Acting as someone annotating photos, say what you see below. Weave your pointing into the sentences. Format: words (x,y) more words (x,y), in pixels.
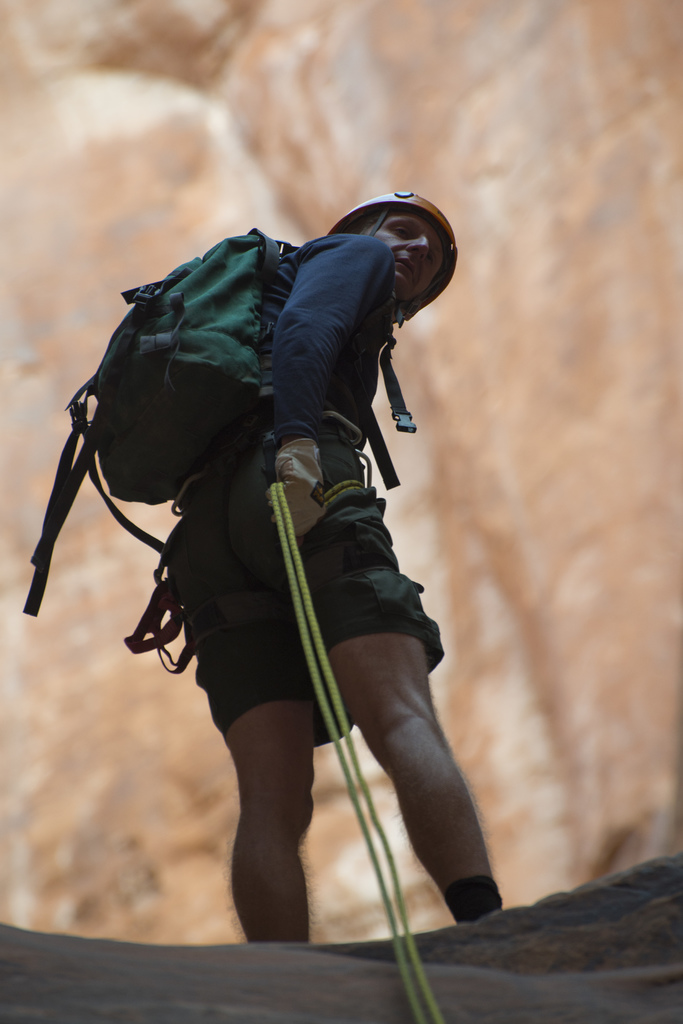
In this image I see a man (305,347) who is wearing a bag (218,290) and a helmet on his head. I can also see that he is holding a rope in his hand (321,507).
